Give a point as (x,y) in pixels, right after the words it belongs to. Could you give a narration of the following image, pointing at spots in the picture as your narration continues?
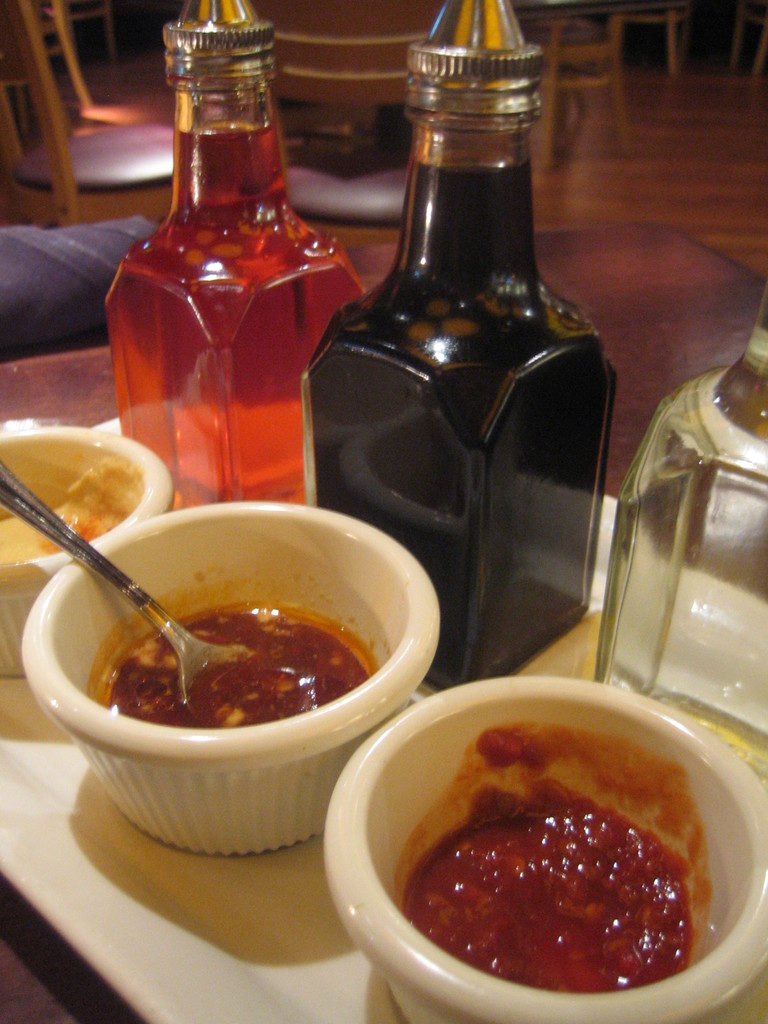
in this image i can see bowls (561,822) and food (227,662) in that. behind that there are three bottles (394,357). behind the bottles (208,344) there are chairs (572,62) and tables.
